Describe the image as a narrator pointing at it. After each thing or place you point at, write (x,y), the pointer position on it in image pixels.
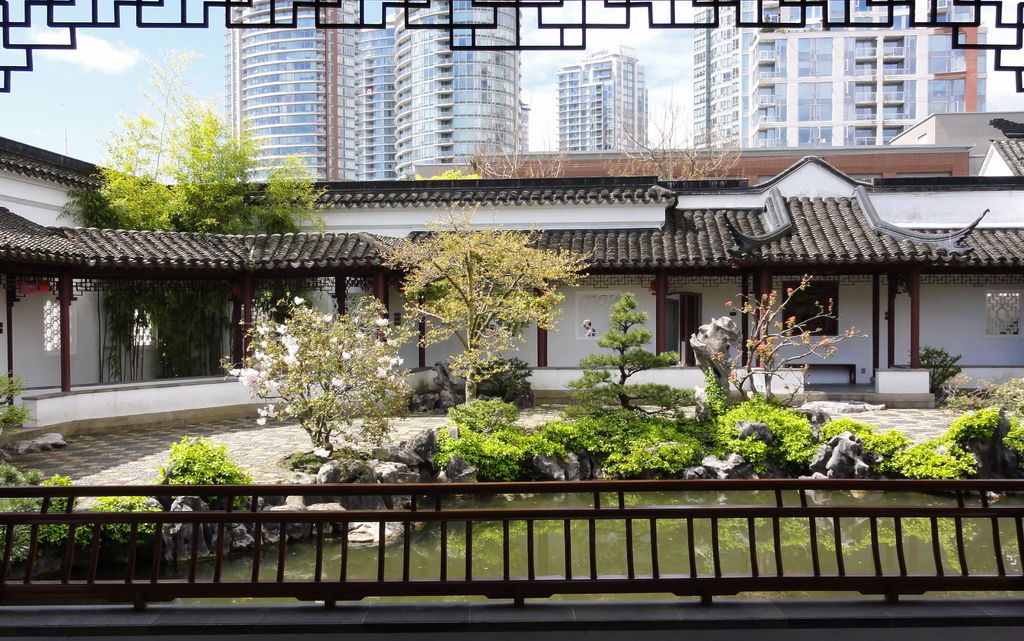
This picture shows few buildings (474,18) and we see trees (553,273) and plants (775,400) and we see water (1011,569) and a blue cloudy sky (131,97).
